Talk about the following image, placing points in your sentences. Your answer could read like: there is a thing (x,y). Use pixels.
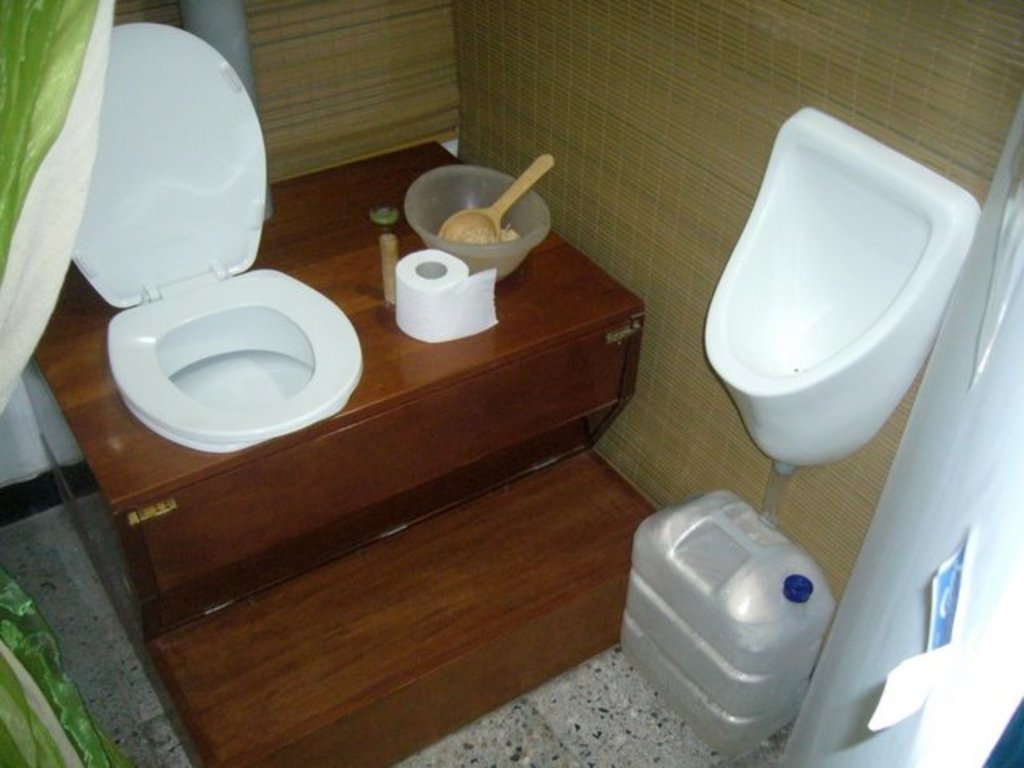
In this picture we can see a toilet seat (169,240), tissue paper roll (415,309), bowl (480,186) with a spoon (510,197) in it, curtain (79,59), wall (684,89), commode (850,419) and a water can (748,557) on the floor (549,729).
